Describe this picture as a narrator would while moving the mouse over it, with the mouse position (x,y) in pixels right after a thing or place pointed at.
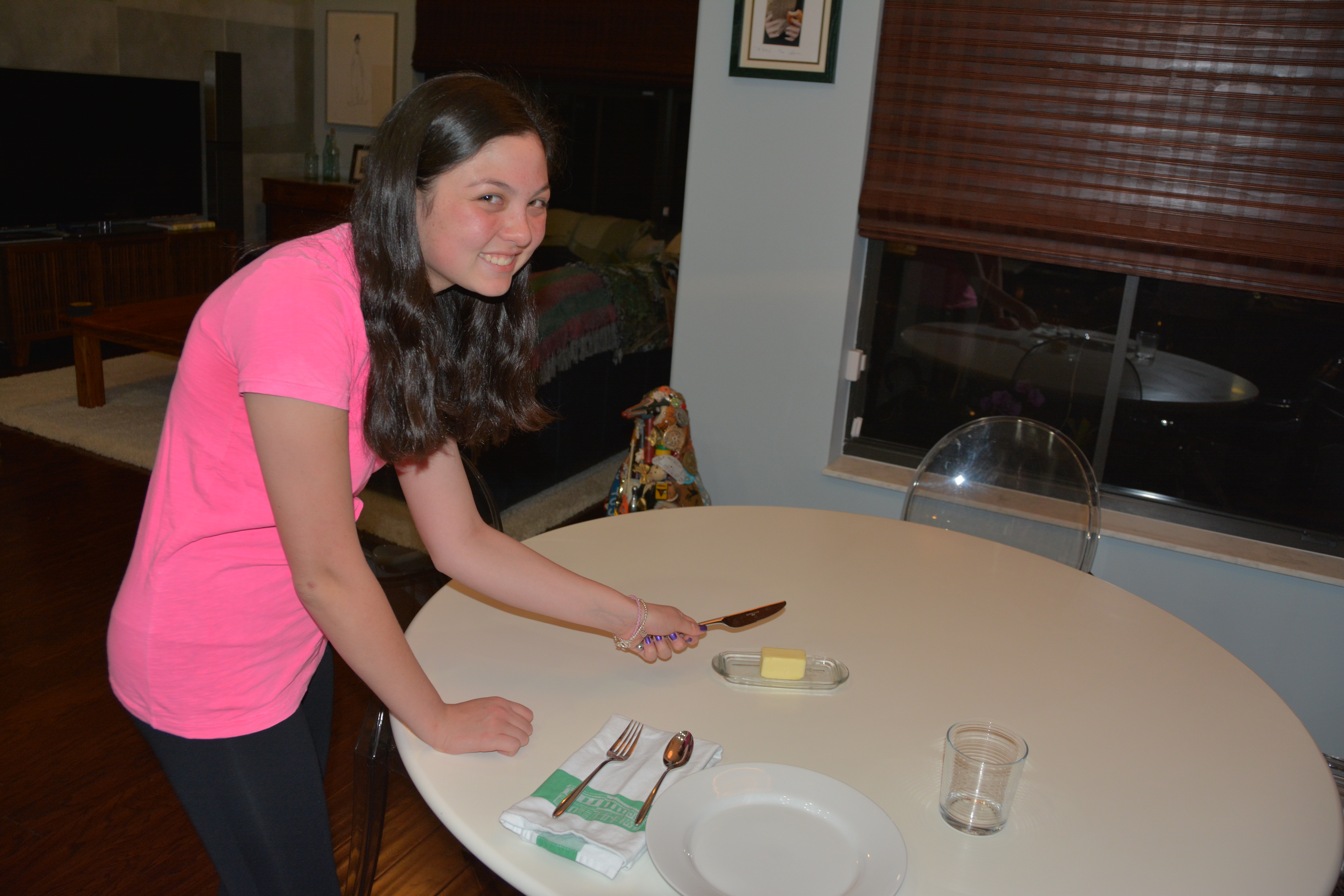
In the image there is a woman (406,307) holding a knife (745,624) and standing in front of a table (614,699). On table (934,698) we can see a glass (966,786), plate (821,793), spoon (670,745), fork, and napkin (603,790), tray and butter (800,667). On right side (918,493) we can see chairs (985,452), wall (805,311) which is in white color and a photo frame (787,54), window (1250,341), curtain (1103,187). On left side (147,199) we can see television (163,202), in middle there is a couch (600,267) with pillows (604,219) and there is another table (311,190). On table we can see bottle (335,156), photo frames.
